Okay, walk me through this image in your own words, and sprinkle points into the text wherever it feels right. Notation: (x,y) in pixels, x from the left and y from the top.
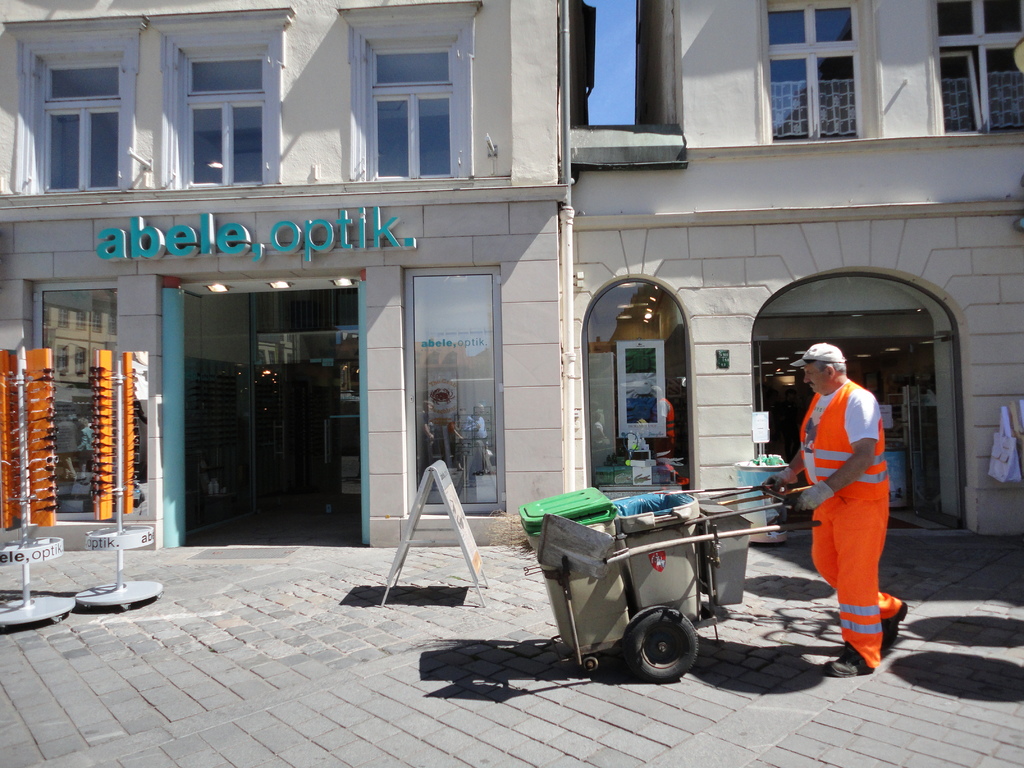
In this picture I can see the path (170,603) in front (177,588) on which I can see a man (877,524) who is holding a trolley (696,524) and behind the trolley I can see a board (447,494). On the left side of this picture (100,403) I can see 2 things (46,364) which are of white and orange color. In the background (189,347) I can see the buildings (312,259) and on the left building (306,158) I can see 2 words (157,245) written and I can see the lights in the buildings (547,291).
